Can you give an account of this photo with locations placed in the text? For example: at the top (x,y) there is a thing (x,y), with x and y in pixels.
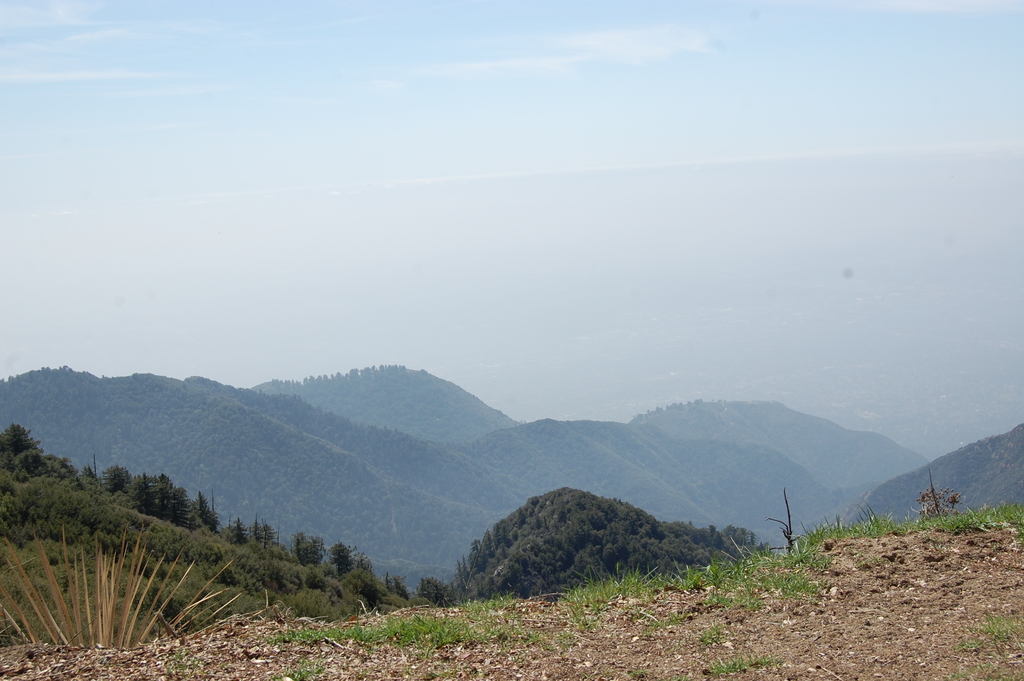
This picture shows trees (489,538) on the hills (370,557) and we see a blue cloudy sky (715,133).
